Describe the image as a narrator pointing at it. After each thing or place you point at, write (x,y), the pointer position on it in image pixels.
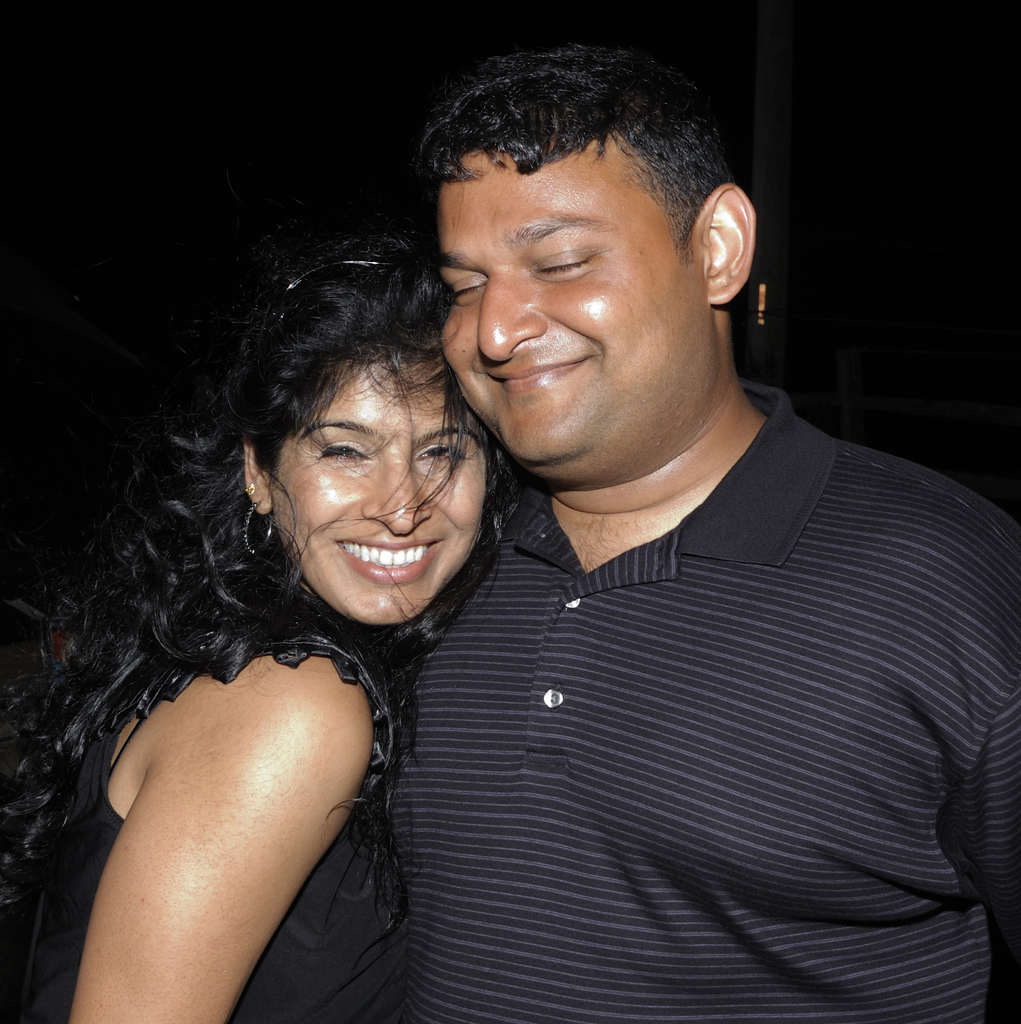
In this image we can see two persons (738,503). One person (660,513) wearing black t shirt (654,638). One woman (248,345) is wearing black dress (58,855).
